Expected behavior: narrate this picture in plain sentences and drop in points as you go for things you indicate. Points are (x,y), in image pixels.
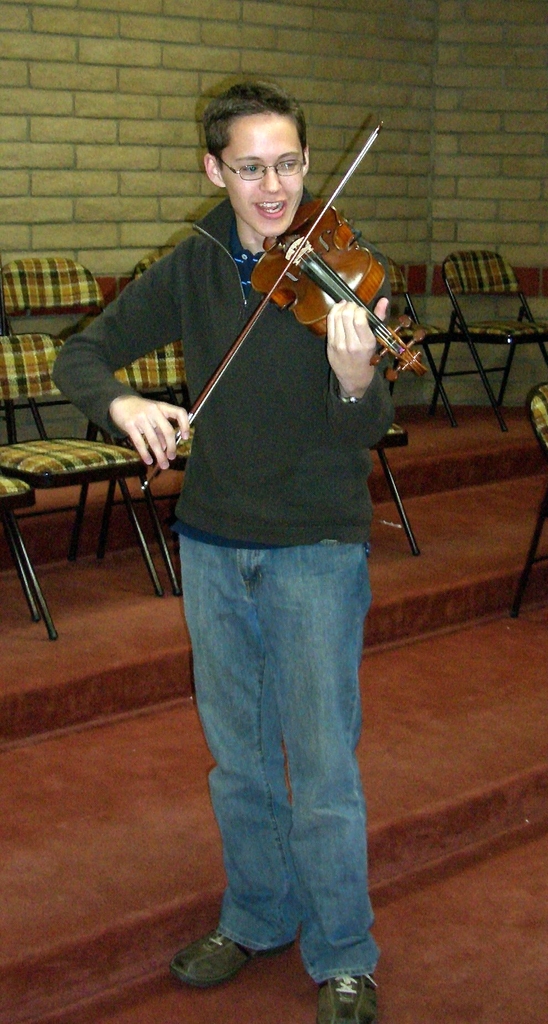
In this picture we can see a boy (273,305) playing violin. There are few chairs (105,528) and stairs (58,521). A wall (336,88) is visible in the background (410,135).
